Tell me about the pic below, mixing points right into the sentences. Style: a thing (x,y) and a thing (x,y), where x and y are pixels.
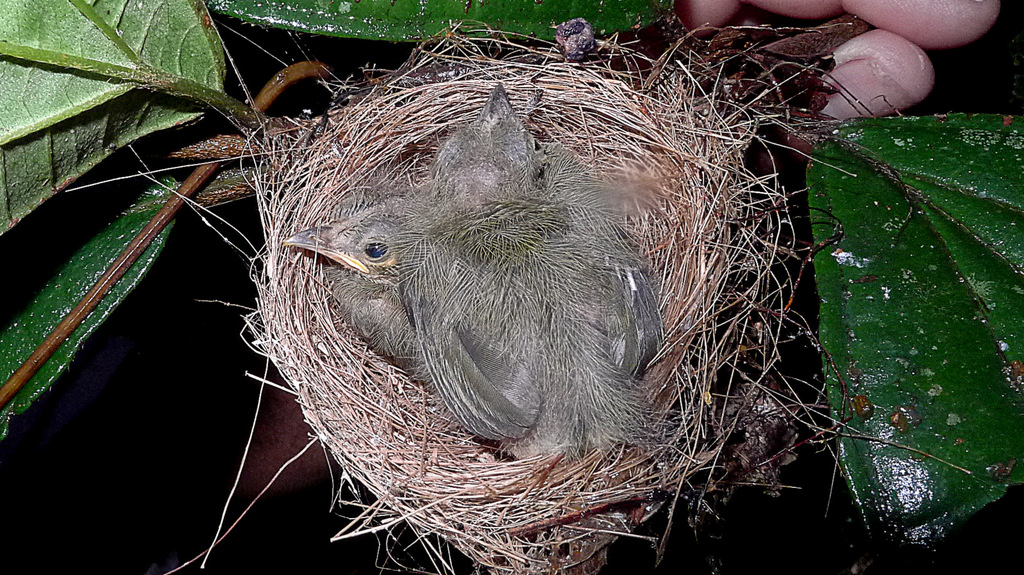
In this image there is a person's finger (863,54) holding a nest (787,53) in his hand (849,45). In the nest (655,98) there is a bird (451,138), around the nest (432,137) there are leaves (43,74).
